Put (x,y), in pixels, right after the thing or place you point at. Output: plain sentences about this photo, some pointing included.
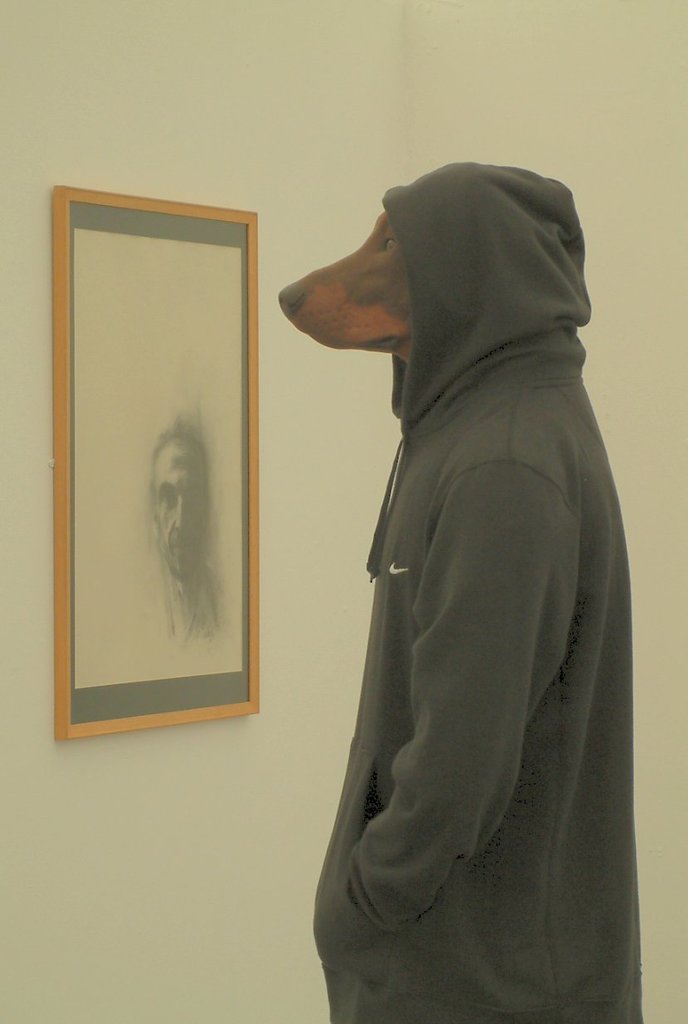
On the right side (501,642), there is a dog (383,283) with a hoodie (503,534). On the left side (217,638), there is a photo frame (70,699) attached to a wall (31,276). And the background (288,5) is cream in color.
